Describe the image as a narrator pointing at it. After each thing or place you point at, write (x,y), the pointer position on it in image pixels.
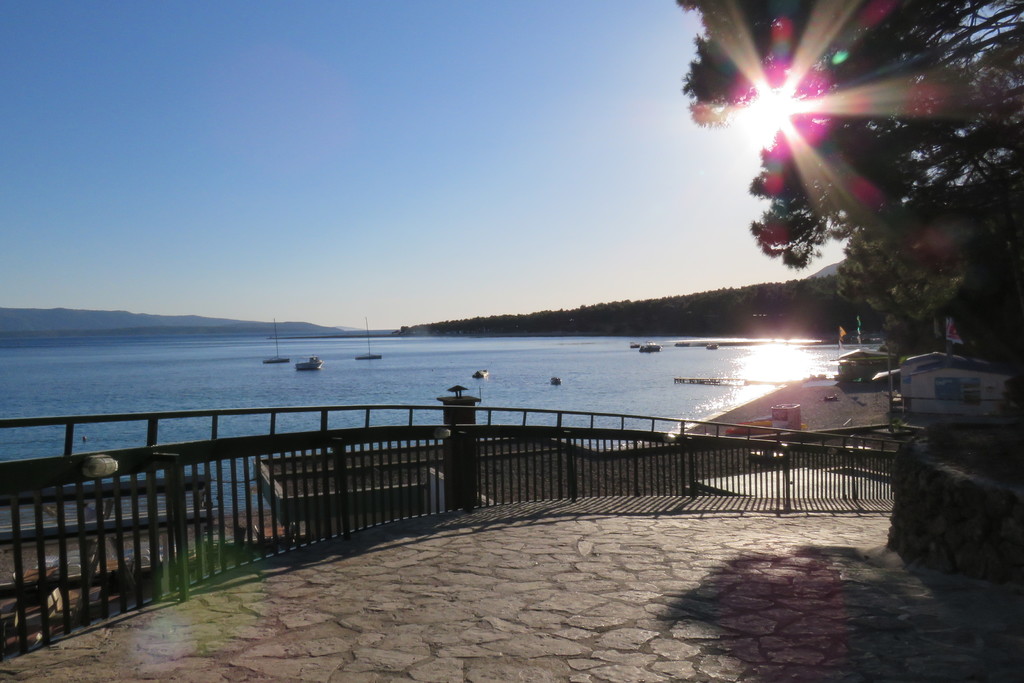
In the image we can see the sea (501,400) and boats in the sea (363,367). Here we can see footpath (532,614), fence (300,542), trees (947,175), sky (690,157) and the sun (747,115). Here we can see the house (942,382), banner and sand (824,415).
